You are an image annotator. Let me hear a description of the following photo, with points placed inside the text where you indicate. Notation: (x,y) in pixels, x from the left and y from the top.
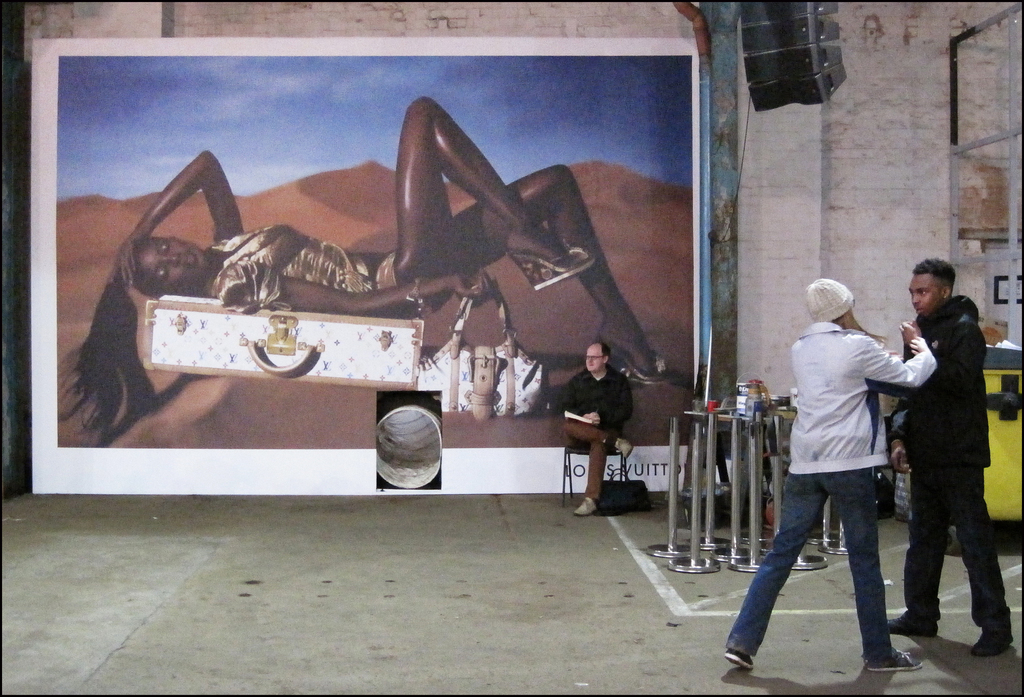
In this image I can see the group of people (797,429) with different color dresses (828,404). To the side of these people (845,403) I can see the fence rods (718,557) and the many objects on the table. In the back (598,426) I can see one person (623,452) sitting on the chairs (614,453) and holding something. To the side I can see the bag (612,505). I can see the banner (501,89) to the wall (640,15). In the banner (405,276) there is a person (457,223), box (269,330) and bag (508,385) on the sand (260,381). I can also see the sky (287,116) in the banner (360,134).
